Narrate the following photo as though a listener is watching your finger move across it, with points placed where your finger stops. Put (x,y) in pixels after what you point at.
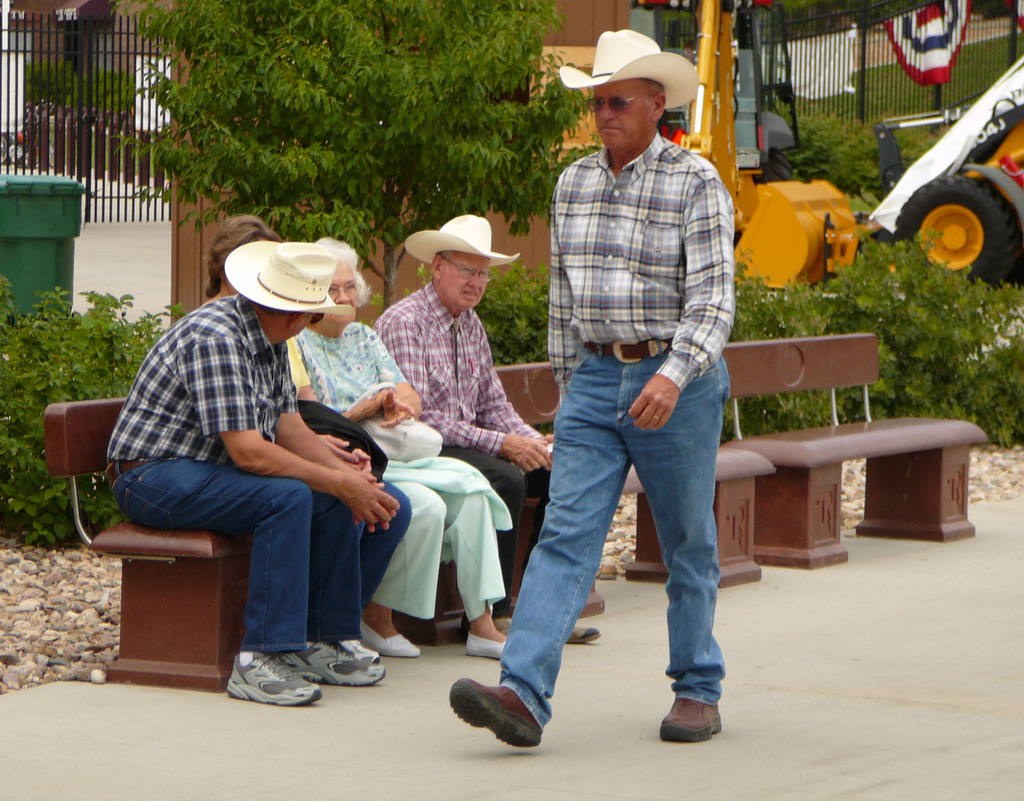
In this image I can see the group of people (418,413) with different color dresses (397,375). I can see three people (451,266) with hats (287,284). In the background (742,339) I can see the plants (809,298), vehicle (764,214), tree (343,179), dustbin (6,233), railing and the flag (934,53).
